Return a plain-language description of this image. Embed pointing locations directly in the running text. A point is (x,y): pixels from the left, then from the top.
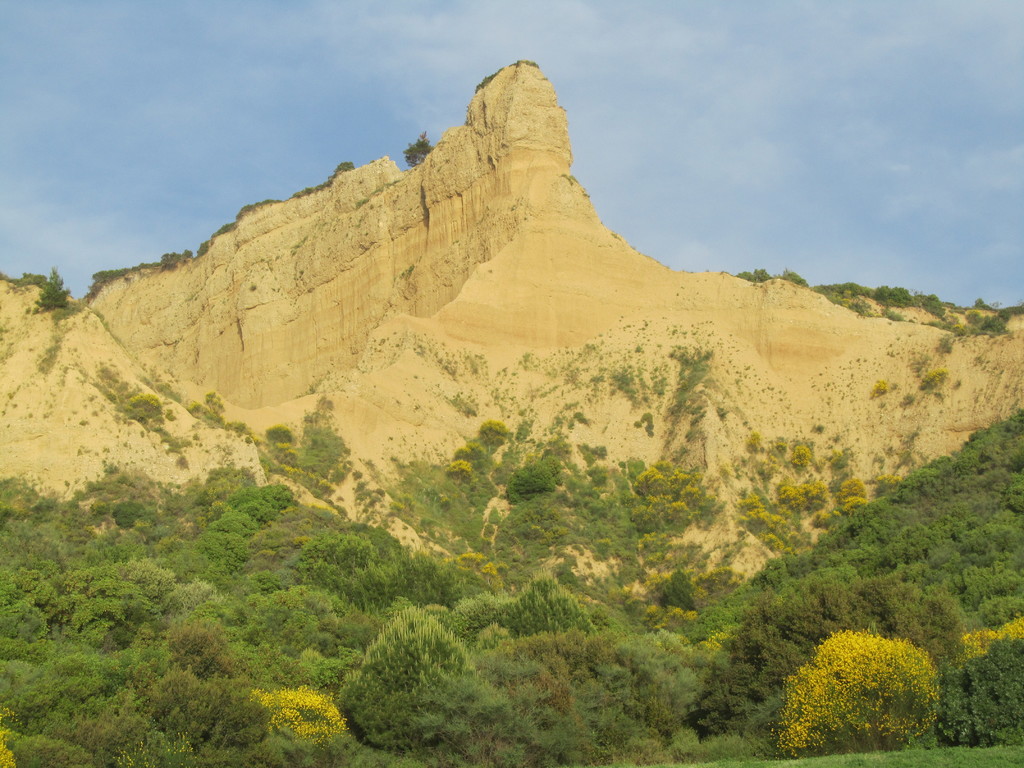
In this image we can see there are trees (546,615), mountains (603,327) and sky (605,171).
